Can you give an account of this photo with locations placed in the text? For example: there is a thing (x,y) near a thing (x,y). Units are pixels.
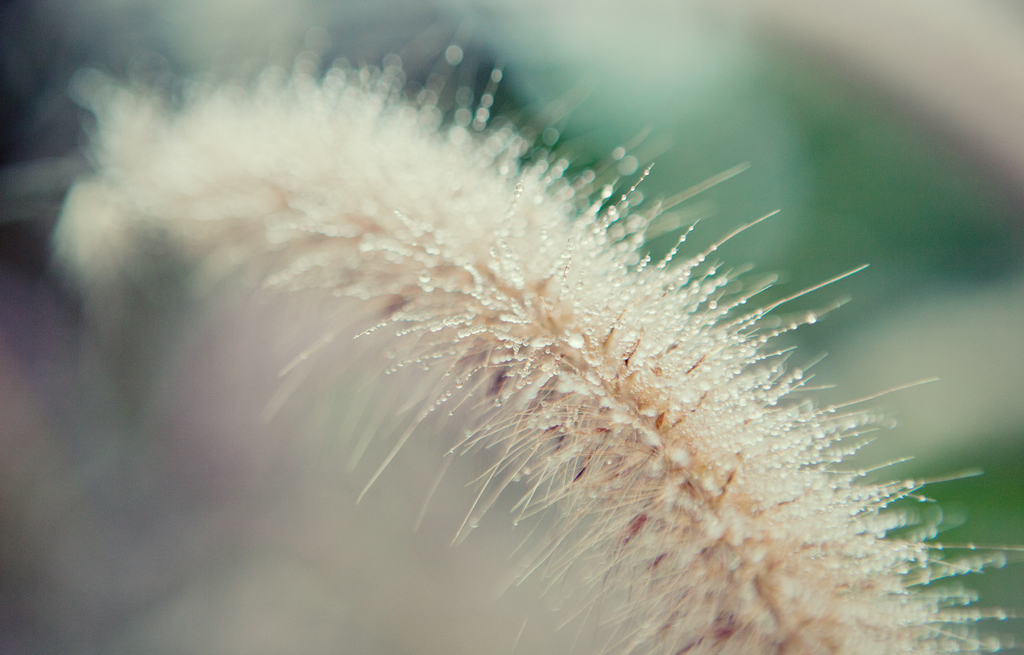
In this image we can see a flower (645,464) with some water drops (386,120) and the image in the background (876,223) is blurred.
